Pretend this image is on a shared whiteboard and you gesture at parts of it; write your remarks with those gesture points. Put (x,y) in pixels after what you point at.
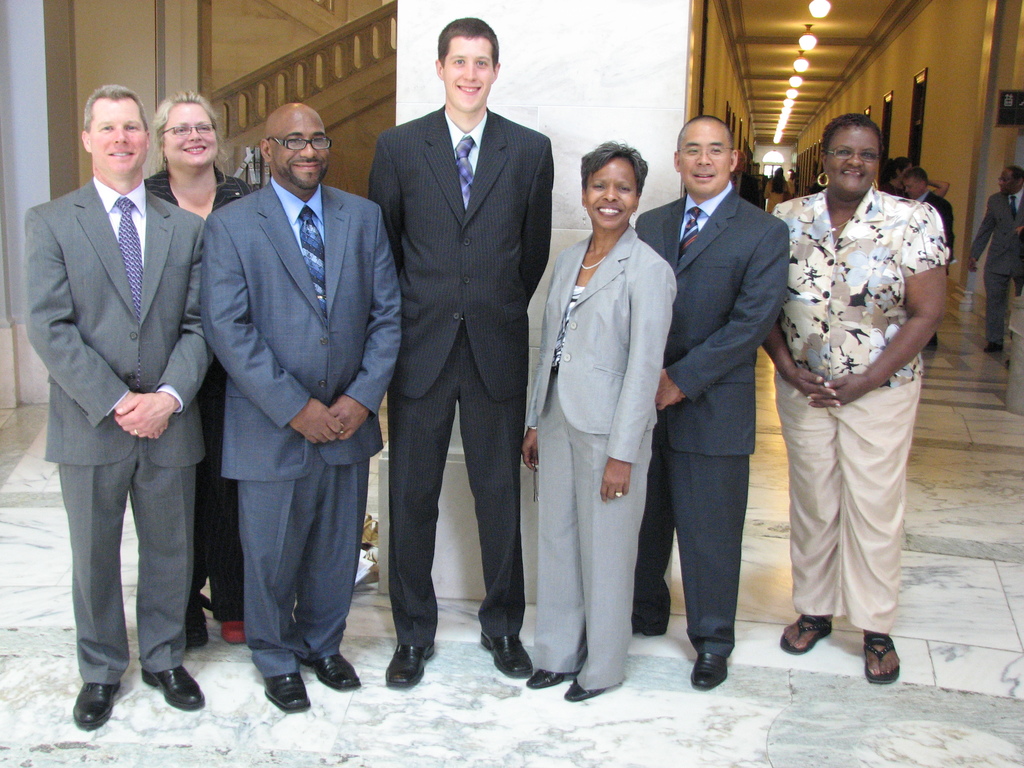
Here we can see few persons (512,496) are standing on the floor (546,719) and they are smiling. In the background (668,166) we can see a wall (657,122), lights (823,3), doors (741,148), and roof (857,1).
